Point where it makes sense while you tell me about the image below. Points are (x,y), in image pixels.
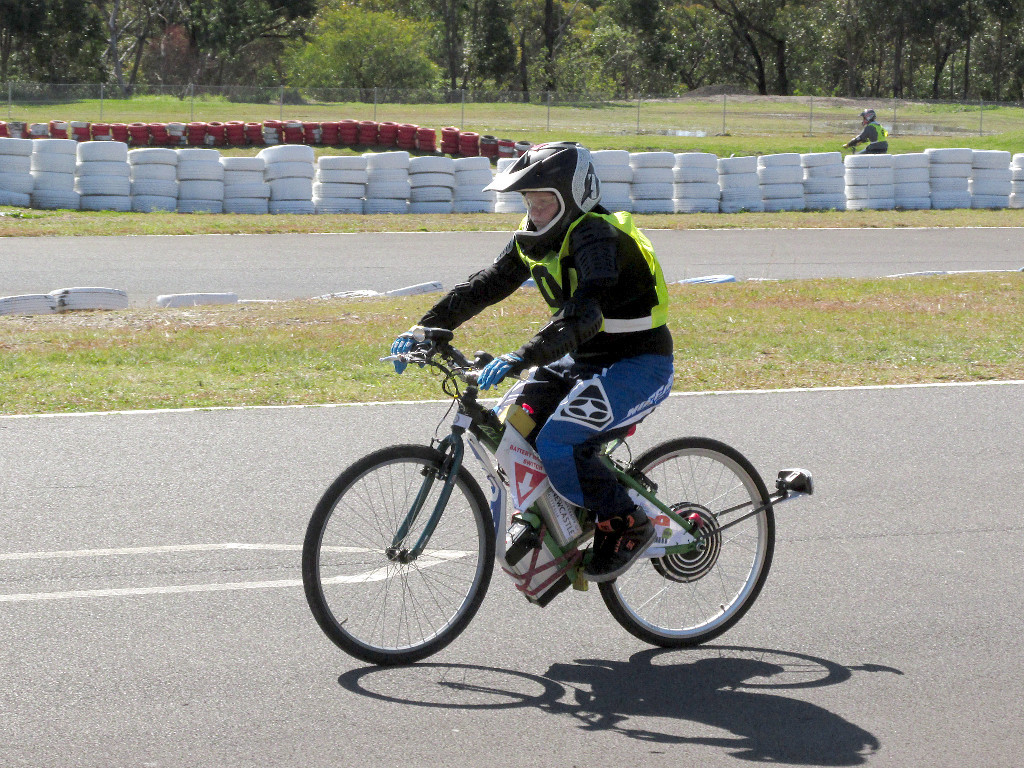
In the foreground of the picture (490,331) we can see grass (279,348), tyres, road (458,494), bicycle (627,480) and a person (577,365) on it. In the middle of the picture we can see tyres (779,166), grass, person (871,138) and fencing (766,115). In the background (500,33) there are trees (580,41) and grass (122,111).
